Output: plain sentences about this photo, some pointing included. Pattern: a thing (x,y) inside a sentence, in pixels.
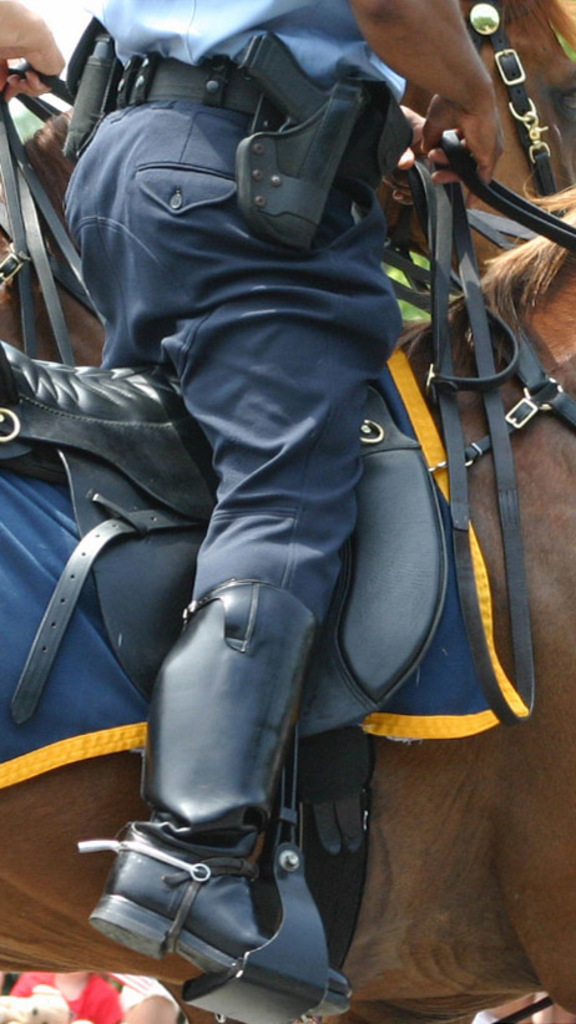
In this image we can see a person (241,381) is sitting on horse (419,913) and holding rope (472,179). He is wearing blue color shirt (203,19) and pant (236,233). And carrying gun (295,115).
